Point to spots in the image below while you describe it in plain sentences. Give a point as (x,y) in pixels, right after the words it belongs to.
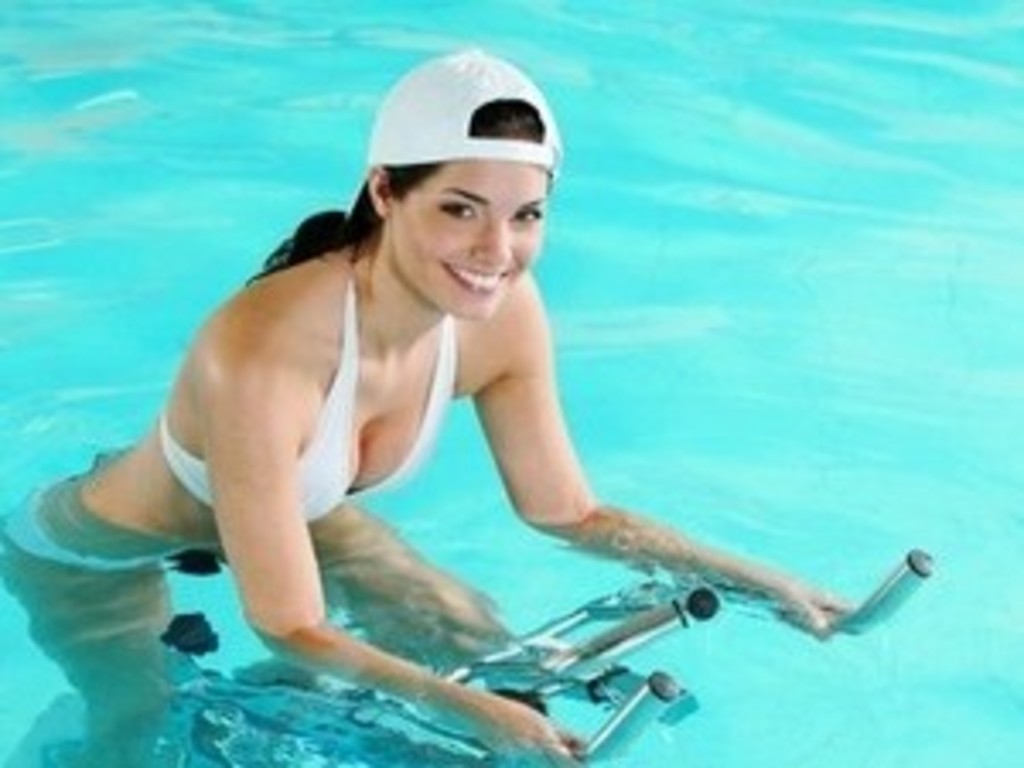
In this image, in the middle (376,469), we can see a woman (394,422) riding a bicycle (590,696) on the water (260,686). In the background (305,88), we can see a water (361,132).
